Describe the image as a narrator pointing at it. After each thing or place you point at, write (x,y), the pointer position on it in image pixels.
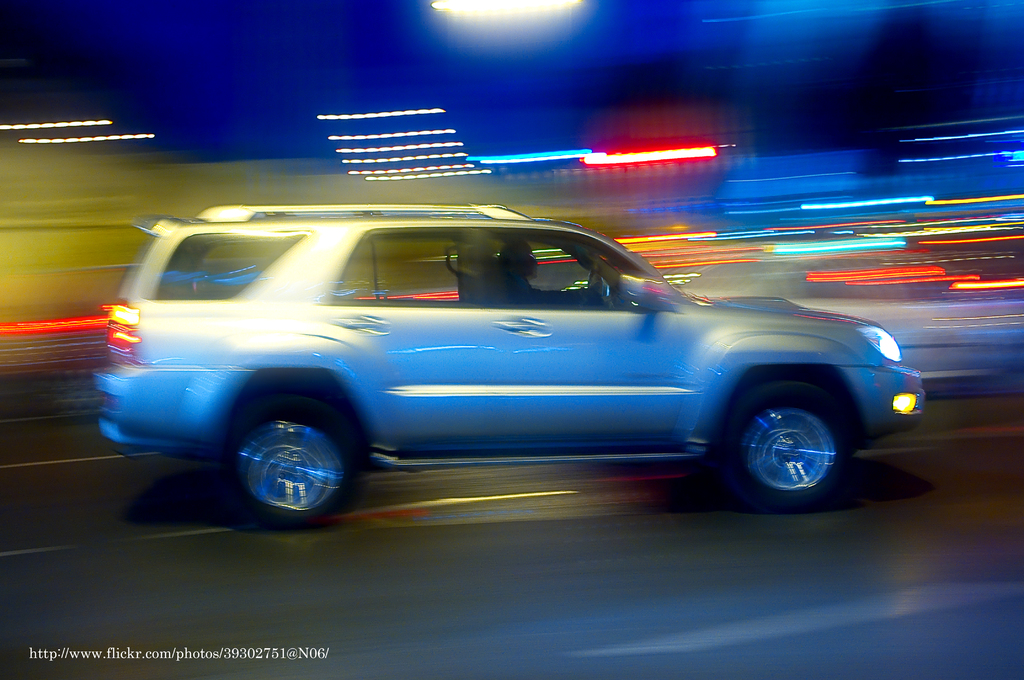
This image is taken outdoors. At the bottom of the image (271,592) there is a road (614,560). In the middle of the image (532,329) a car (386,324) is moving on the road (950,433). In this image the background (509,154) is a little blurred and there are a few lights (878,276).
